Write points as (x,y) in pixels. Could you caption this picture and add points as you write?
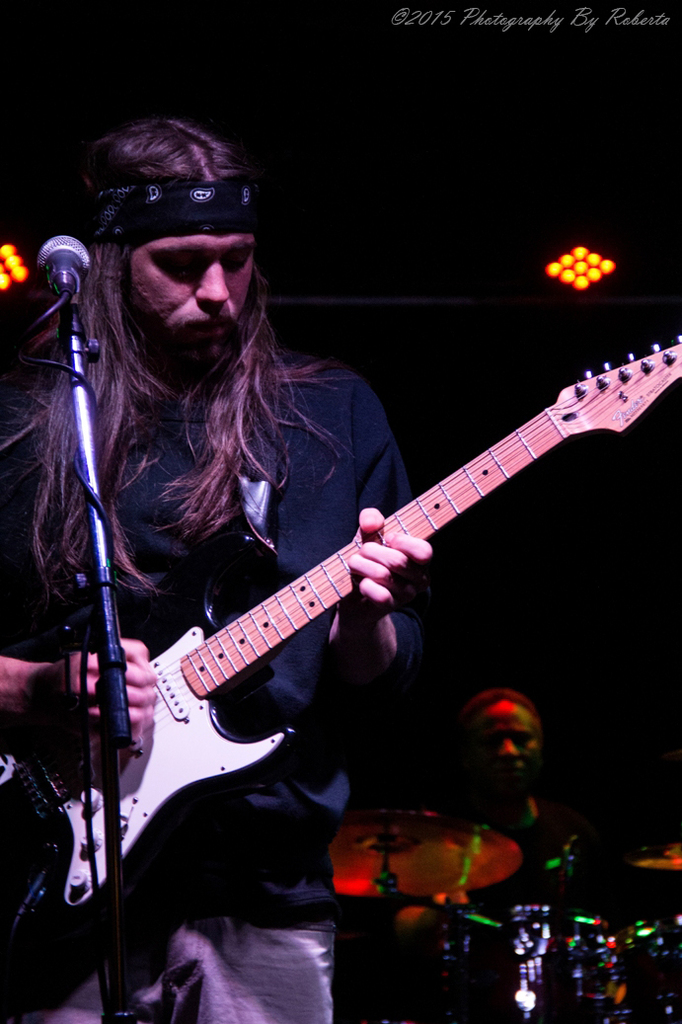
In this picture there is a guy (216,407) holding a guitar (213,719) in front of mic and background (556,841) there is another guy (523,895) playing drums (577,997) and over the ceiling (581,226) there are lights (602,267).
